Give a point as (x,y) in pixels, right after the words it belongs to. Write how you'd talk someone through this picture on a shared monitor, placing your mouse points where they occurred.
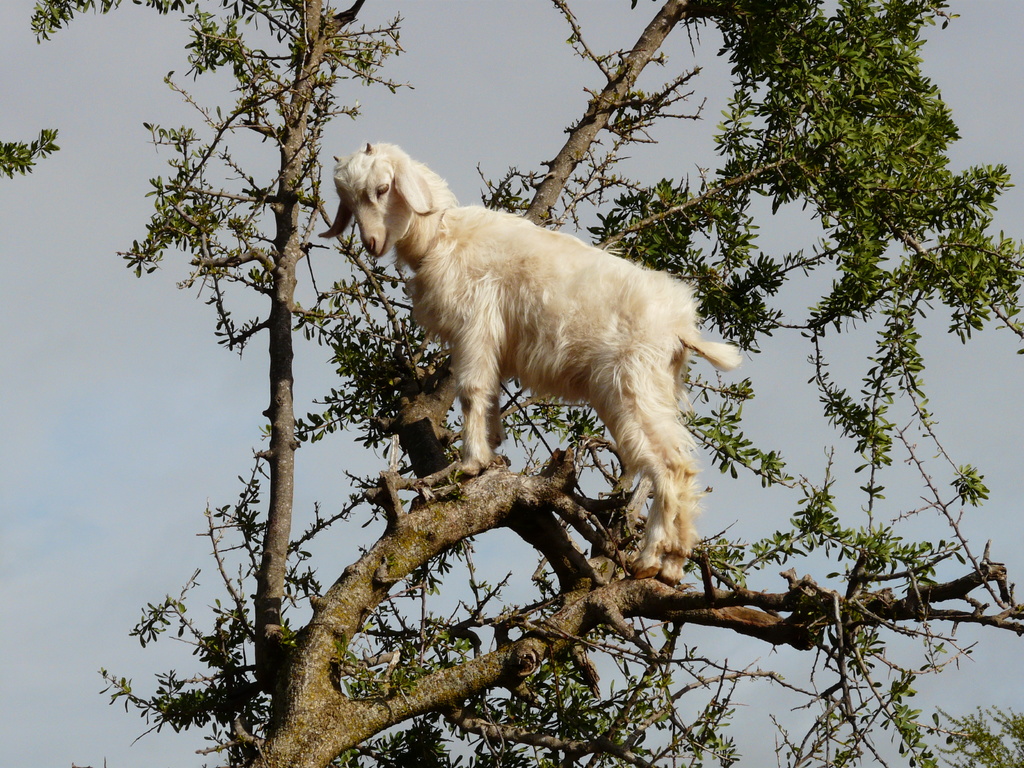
In the picture I can see a tree (487,190) and there is a goat (475,266) on the branch (605,602) of a tree (503,492). There are clouds (115,385) in the sky (205,518).
